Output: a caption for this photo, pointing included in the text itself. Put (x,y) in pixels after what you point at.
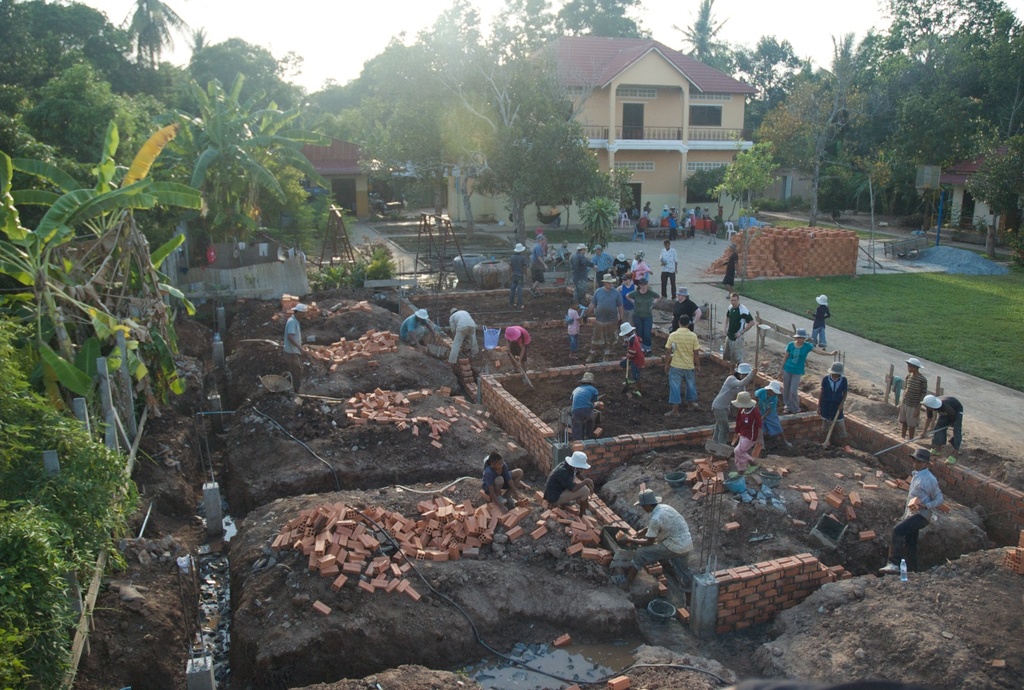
In this image I can see number of persons (514,348) standing on the ground (916,592) building the brick wall (597,499). I can see few trees (59,364), the road (848,361), some grass (913,349) and few bricks (762,246). In the background (230,122) I can see few buildings (617,122), few trees (373,122), few persons (710,219) and the sky (349,27).
